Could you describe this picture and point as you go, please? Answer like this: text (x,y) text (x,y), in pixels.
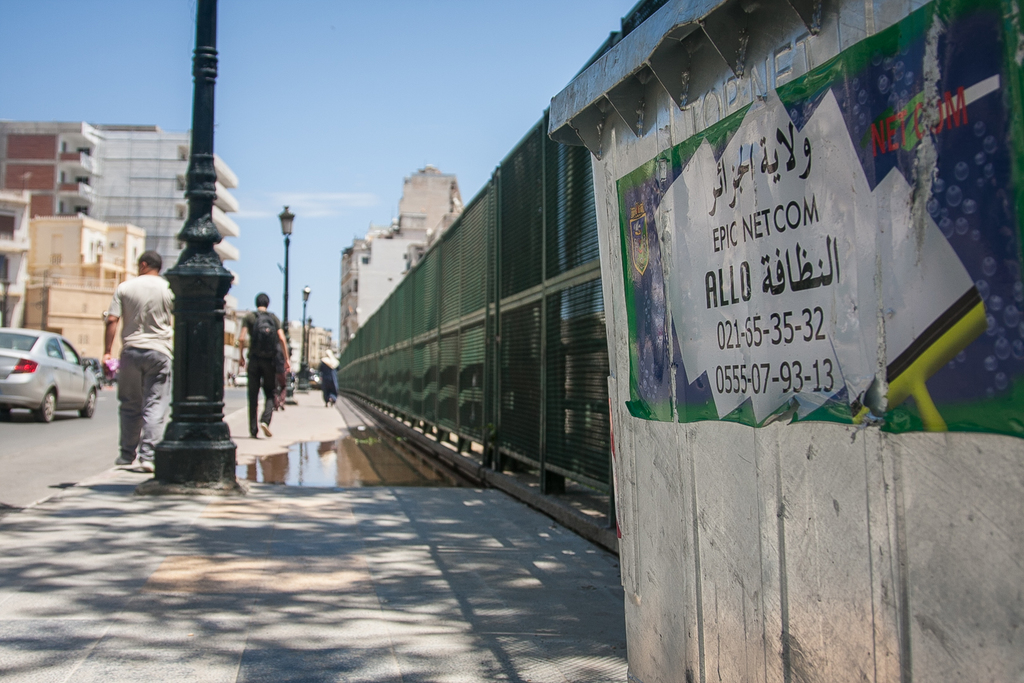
In this picture we can see persons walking on a footpath (248,440), beside this footpath (248,440) we can see vehicles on the road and in the background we can see buildings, sky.
